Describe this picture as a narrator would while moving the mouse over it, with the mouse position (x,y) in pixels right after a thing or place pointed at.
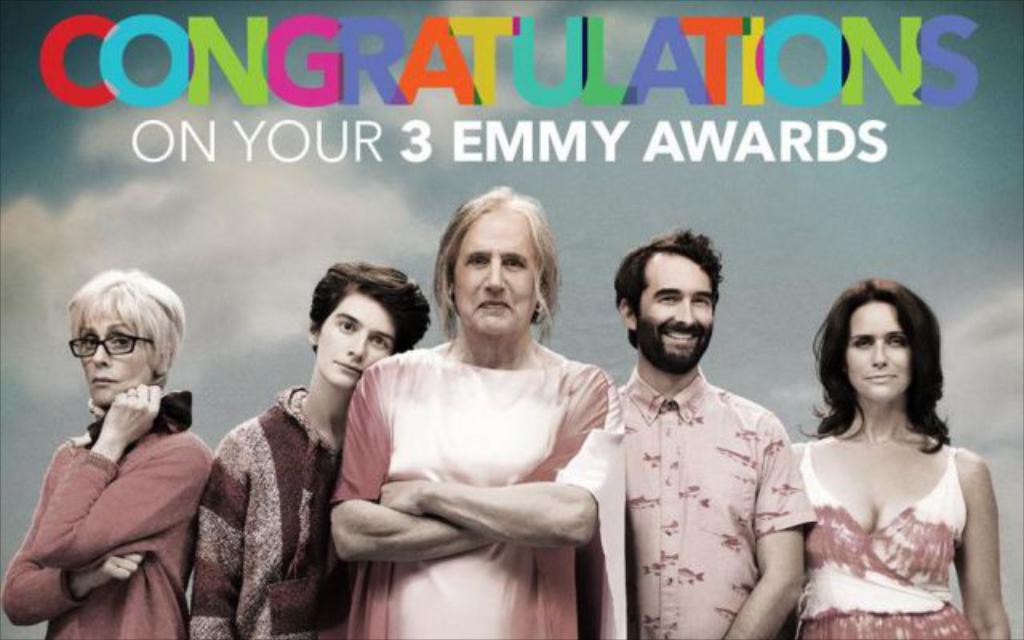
In the center of the image (546,375) we can see person (606,430) standing. In the background (154,194) we can see sky (399,211) and clouds (229,214). At the top of the image (66,23) there is text (602,88).
